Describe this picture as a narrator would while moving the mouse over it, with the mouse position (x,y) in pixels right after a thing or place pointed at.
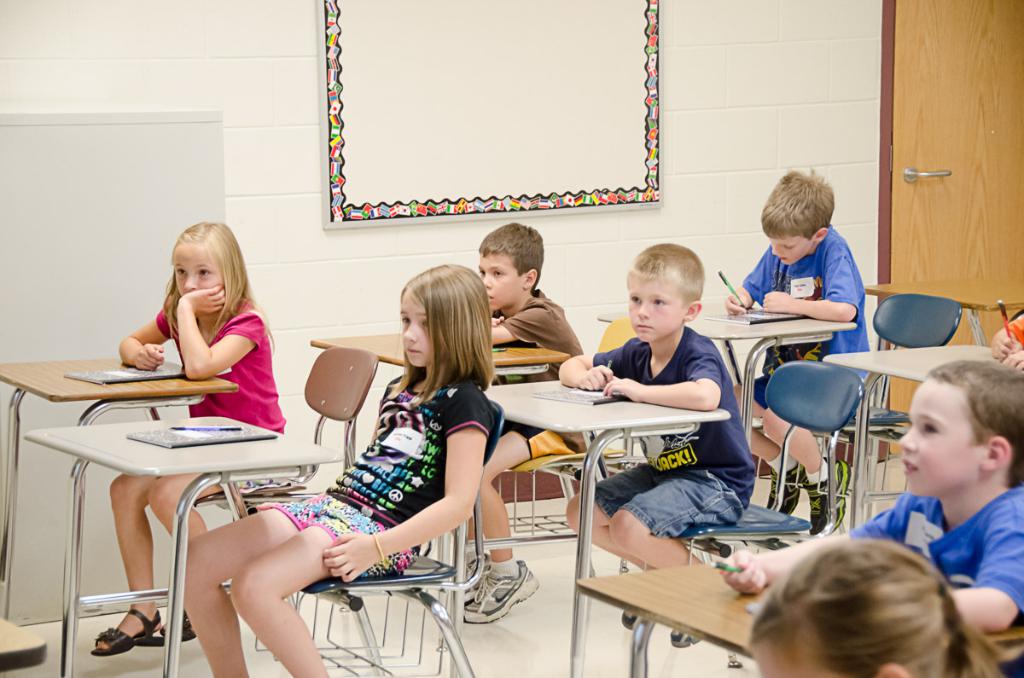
Some children (436,335) are sitting in a classroom (719,296) and listening to a teacher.
